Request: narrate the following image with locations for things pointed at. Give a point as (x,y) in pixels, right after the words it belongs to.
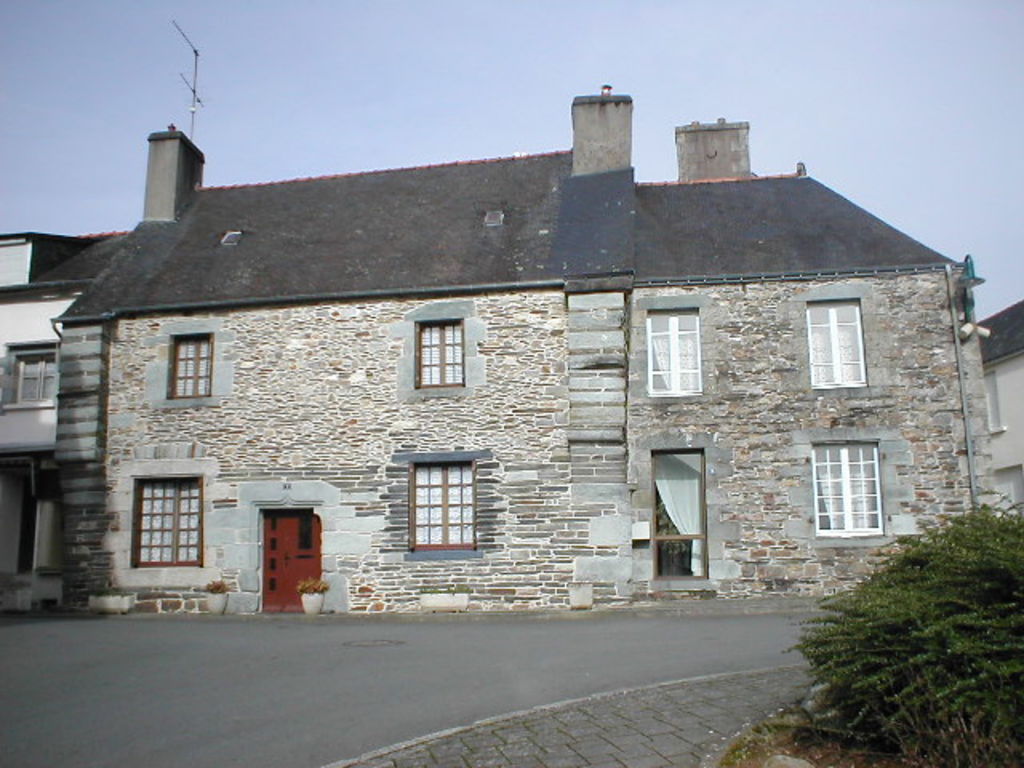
In this picture we can see there are buildings (279,376). In front of the building (257,477), there are plants (227,587) and pots (219,600). On the right side of the image (866,608), there is a tree (857,627). Behind the buildings (679,401), there is the sky (345,134). On the building (186,148), it looks like an antenna (196,94).
